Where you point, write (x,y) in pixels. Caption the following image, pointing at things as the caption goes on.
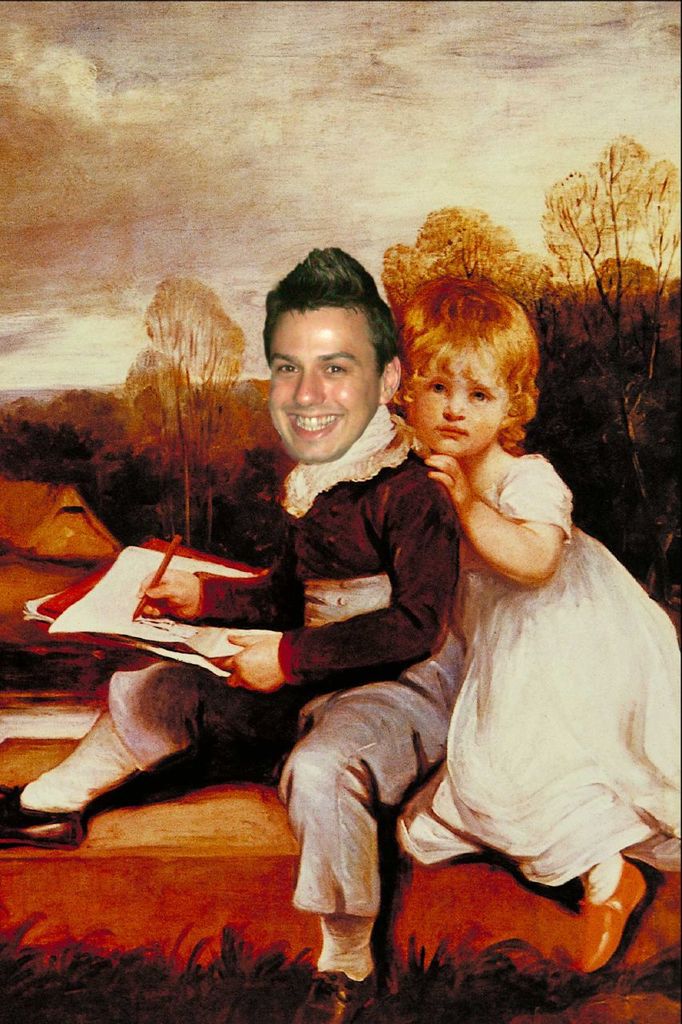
In this image we can see the painting (366,538) of two persons (283,584) and behind them, we can see the painting (246,390) of few trees (203,417) and also some clouds (354,174) in the sky (319,220).
